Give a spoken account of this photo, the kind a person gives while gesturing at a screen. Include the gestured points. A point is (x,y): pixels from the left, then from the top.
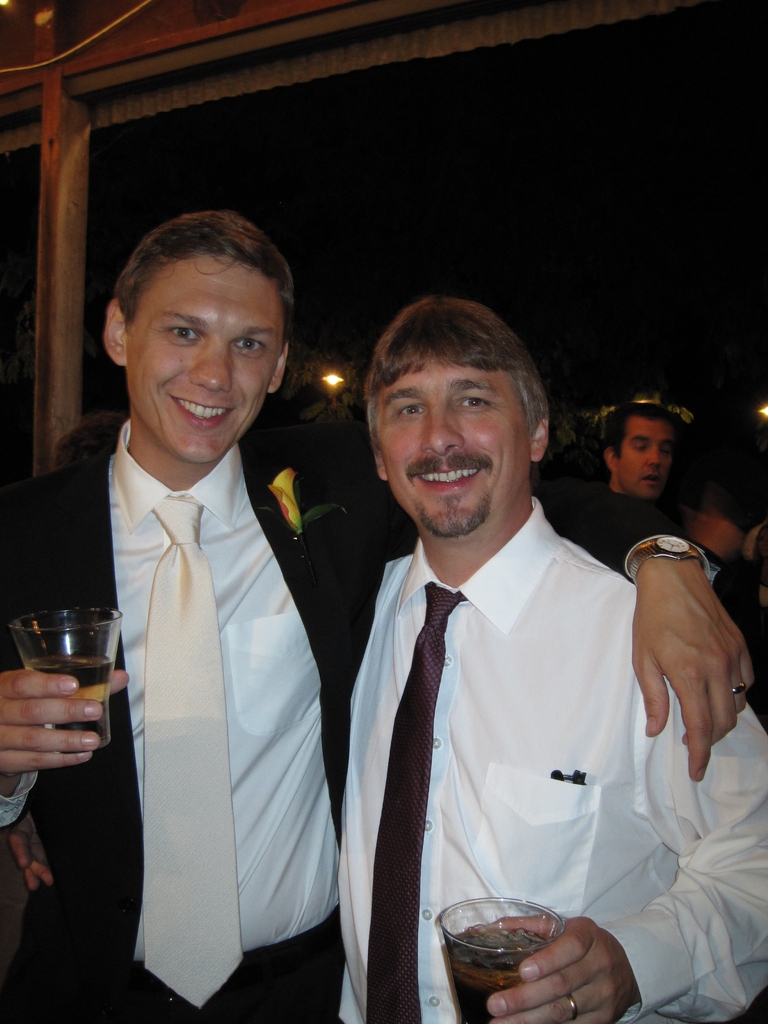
It looks like a party there are two men (333,732) standing in the front (370,857) and both of them are holding glasses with drink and they are smiling. Behind these men (392,582) there is another person (669,427) standing on the right side (633,465) and the background (442,171) is dark, there is a small light (326,383) visible among the trees (345,395).
